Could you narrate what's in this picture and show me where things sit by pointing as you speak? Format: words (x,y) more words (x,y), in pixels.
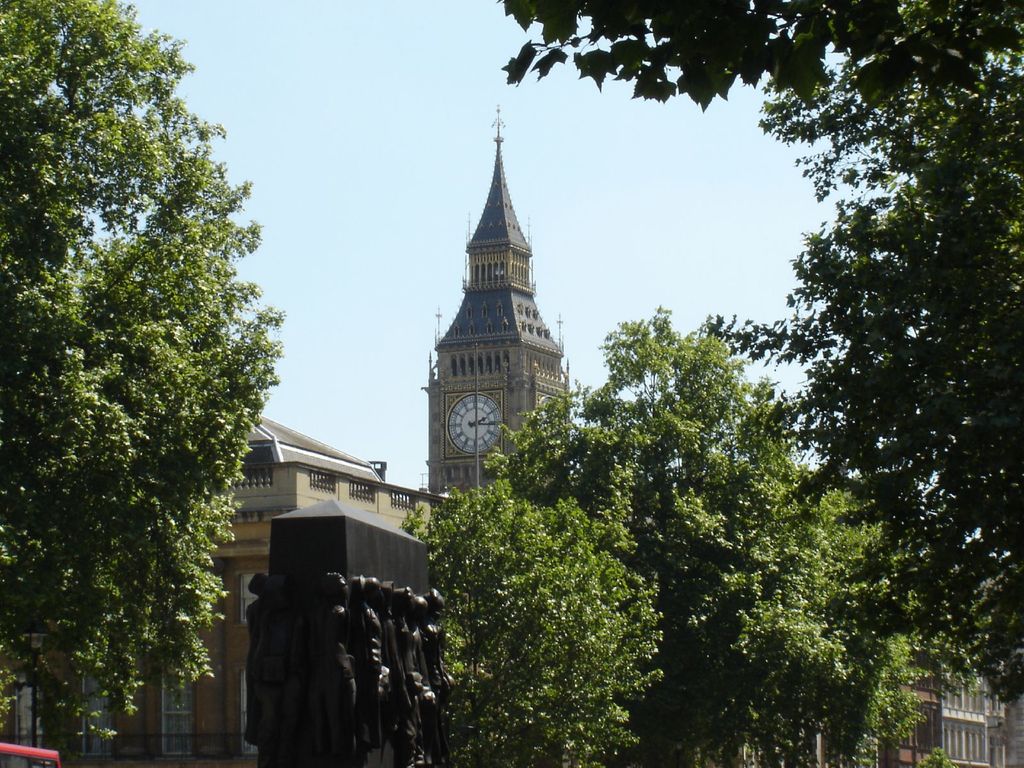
In the center of the image (530,394) there is a clock tower (511,319) and we can see buildings (239,741). At the bottom (417,739) there is a sculpture (308,582) and we can see trees (565,454). In the background (713,191) there is sky (359,157).
